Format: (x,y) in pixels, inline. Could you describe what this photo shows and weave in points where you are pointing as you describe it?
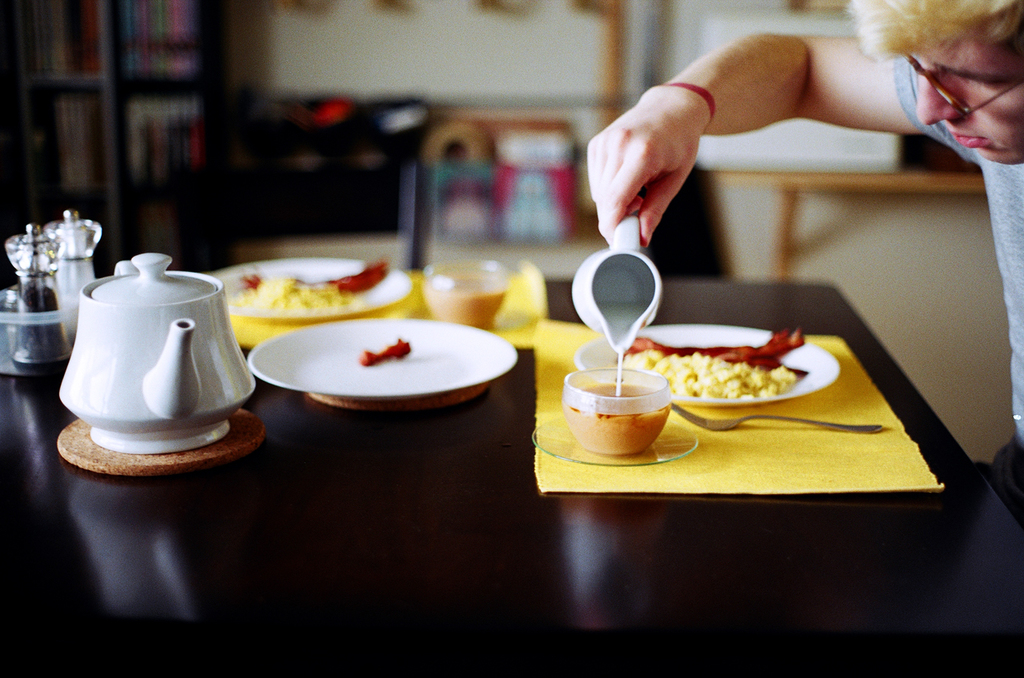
We can see jars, kettle (202,355), plates (455,370), food (402,345), cups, mat (519,333), fork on the table (528,578). This person (963,123) holding jug (619,286). On the background (463,66) we can see wall (451,86).
